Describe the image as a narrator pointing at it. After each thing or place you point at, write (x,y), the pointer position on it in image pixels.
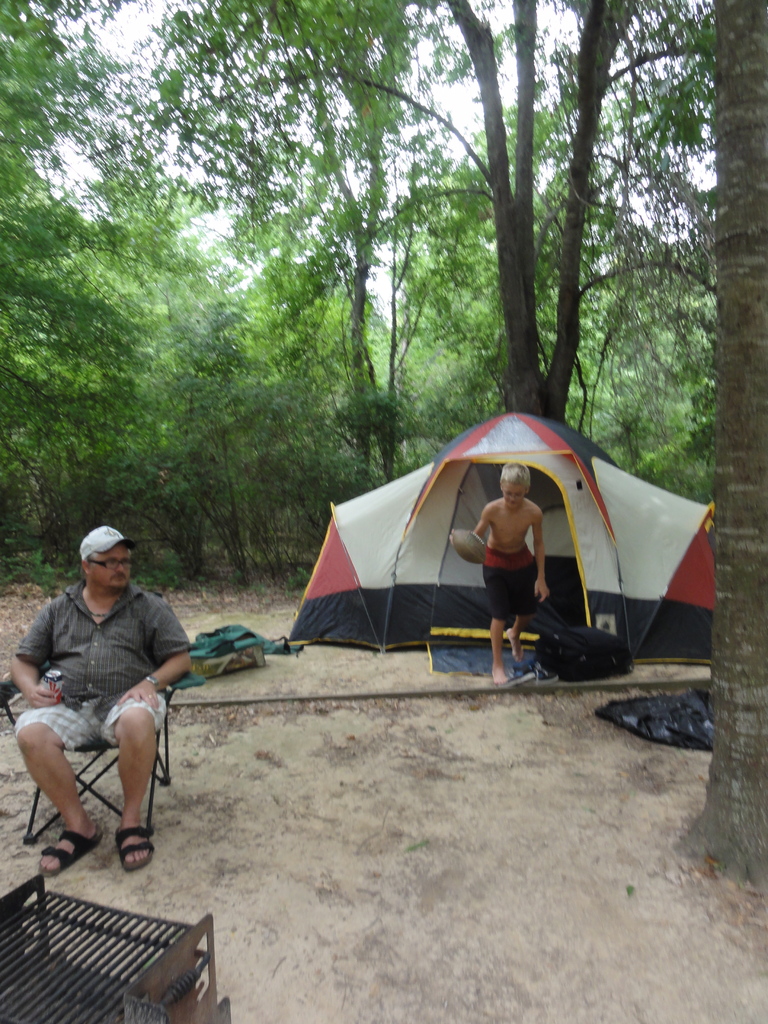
In this image we can see two person's (125,693), a person (125,693) wearing dress (127,669) and cap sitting on a chair (107,746) and in the background of the image (503,593) we can see another person (505,596) wearing black color short (505,583) standing near the camping tent (416,593), we can see some bags (207,653) which are on ground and we can see some trees (399,282), clear sky (456,105).
